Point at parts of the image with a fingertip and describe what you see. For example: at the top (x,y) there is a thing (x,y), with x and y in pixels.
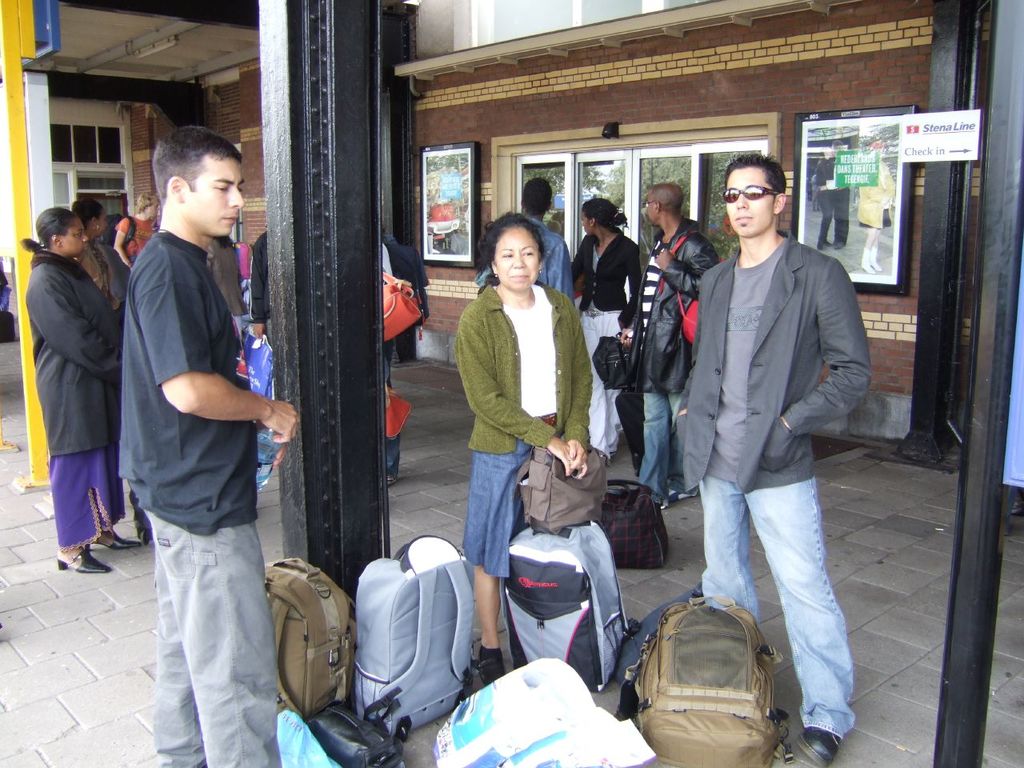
In this image in front (735,661) there are bags (425,591). There are people (159,290) standing on the platform (112,626). There are pillars (340,56). In the background of the image (714,227) there are glass windows (644,183). There are photo frames (428,214) attached to the wall (720,68).
